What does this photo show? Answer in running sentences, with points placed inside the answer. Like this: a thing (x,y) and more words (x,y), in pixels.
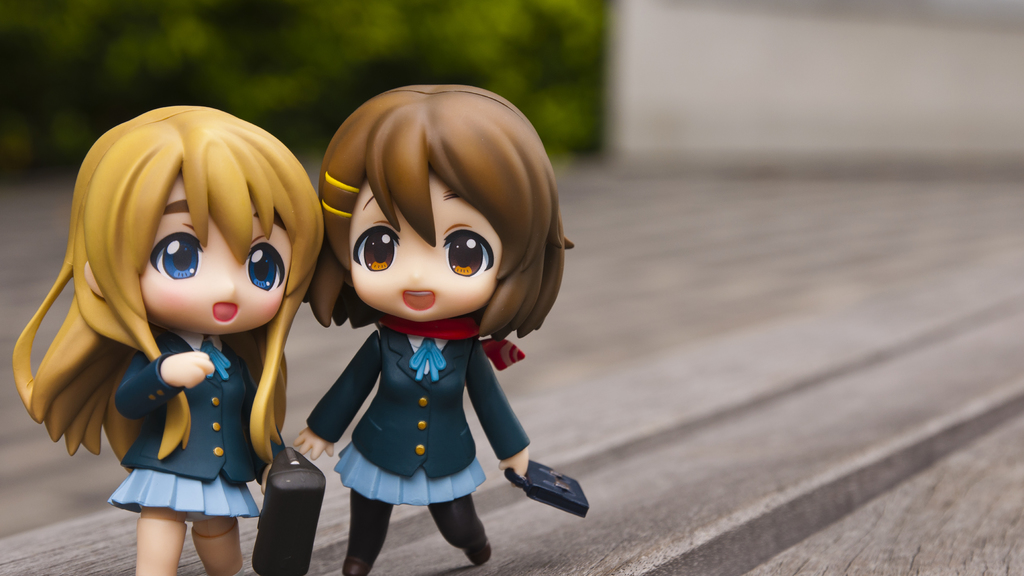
There are two toys (169,278) on the wooden surface (339,453). Background (560,71) it is blur and green color.
